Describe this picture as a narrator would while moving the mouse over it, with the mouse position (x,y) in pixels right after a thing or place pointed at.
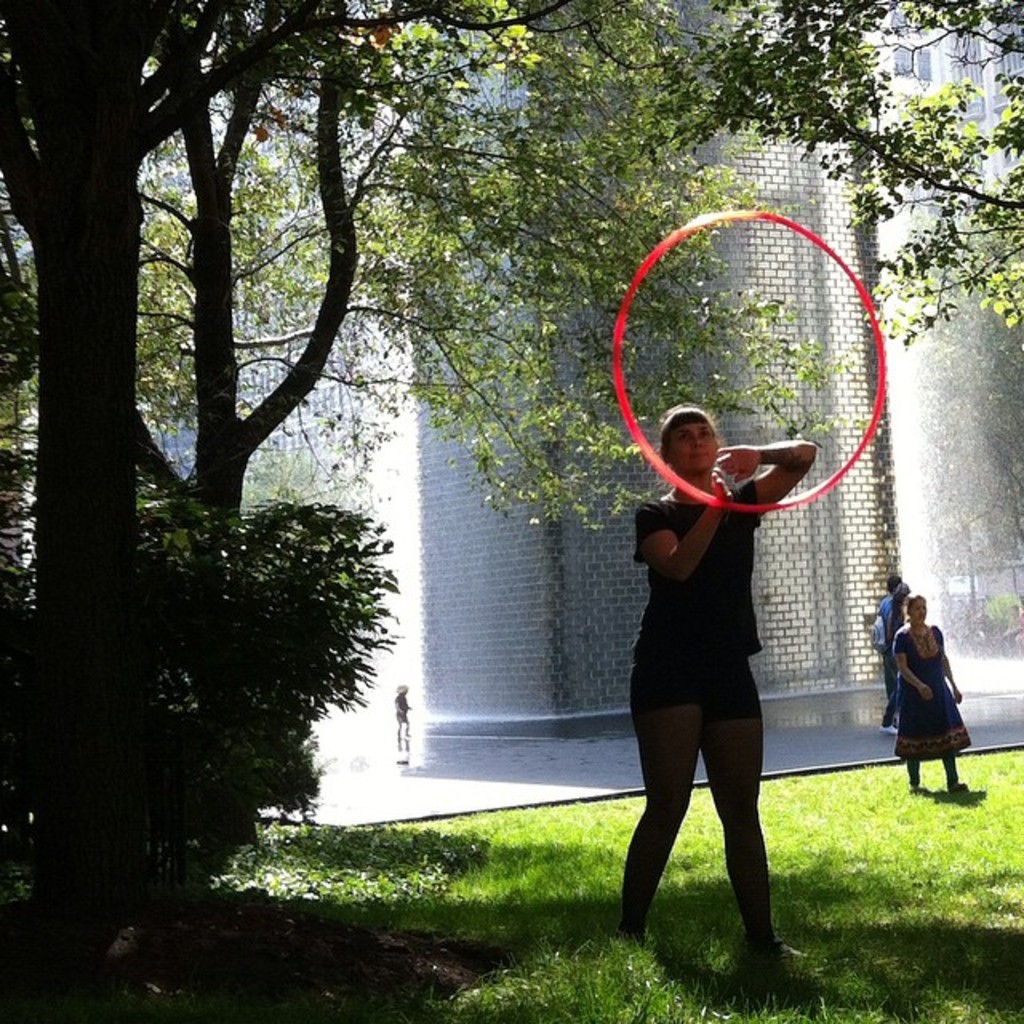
In this image, at the right side (739,617) there is a woman (683,790) standing on the grass (702,863), she is holding a red color object (625,398), at the background (941,722) there are some people (912,655) walking, at the left side (14,350) there is a green color tree (324,44).
